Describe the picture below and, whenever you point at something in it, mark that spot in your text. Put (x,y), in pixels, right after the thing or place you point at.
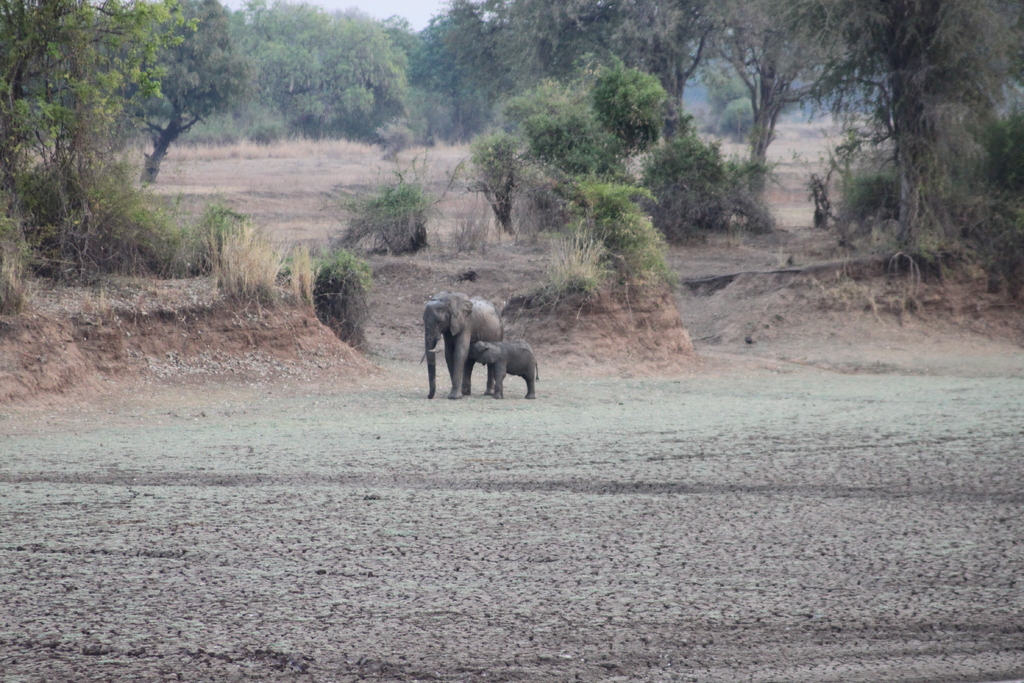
In this image there are two elephants (450,327) standing on the surface (387,419) and in the background (305,101) there are trees (105,169) and the sky (408,14).
